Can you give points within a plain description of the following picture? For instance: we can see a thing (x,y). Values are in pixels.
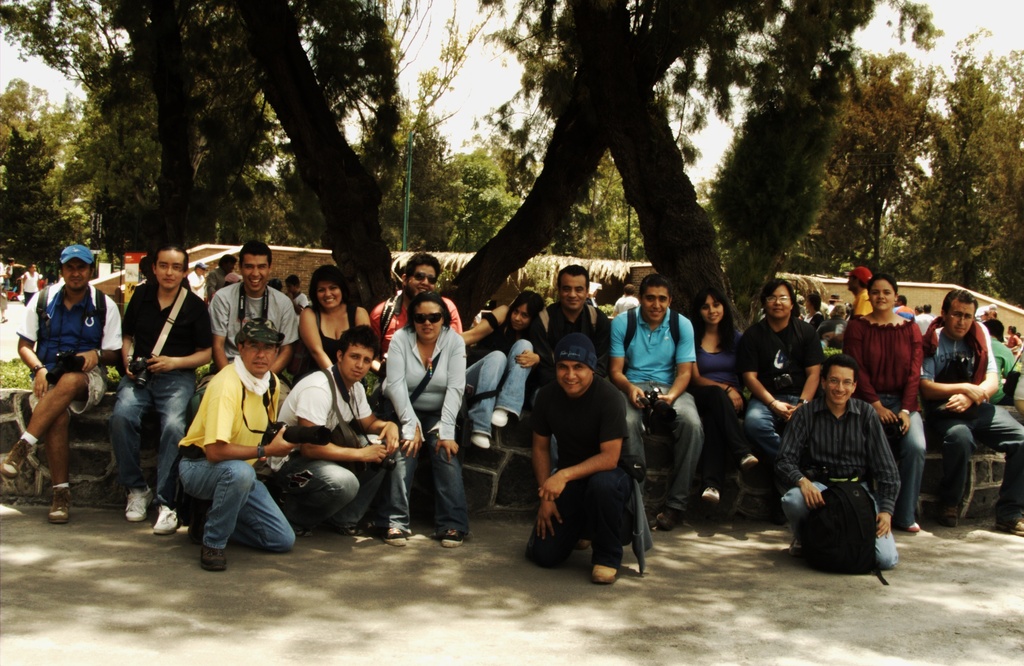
In this picture we can see a group of people (619,522) on the ground (461,625) and in the background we can see trees (1022,233), wall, sky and some objects (860,530).
